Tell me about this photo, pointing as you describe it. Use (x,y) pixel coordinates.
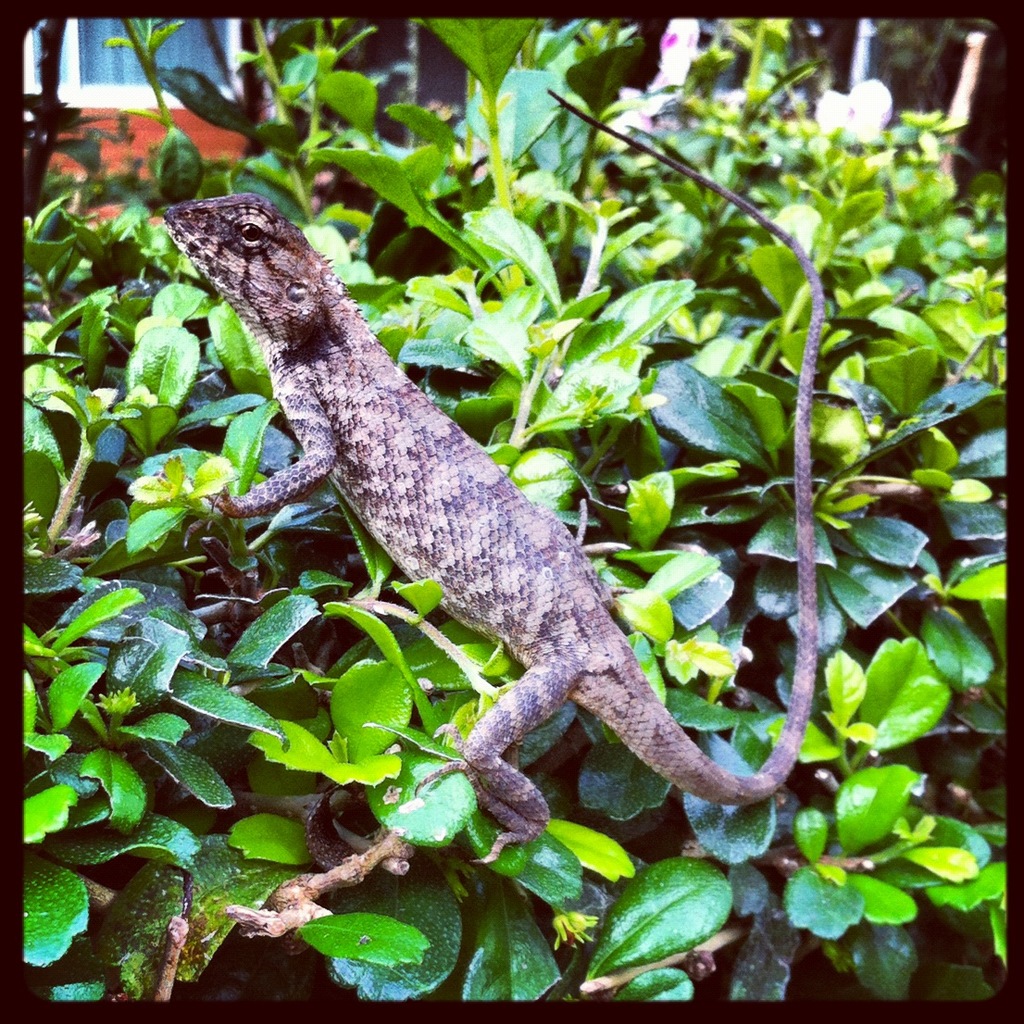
In this image I can see the reptile (451,507) which is in brown and black color. It is on the plant (409,778). In the background (430,56) I can see the house (442,60).
